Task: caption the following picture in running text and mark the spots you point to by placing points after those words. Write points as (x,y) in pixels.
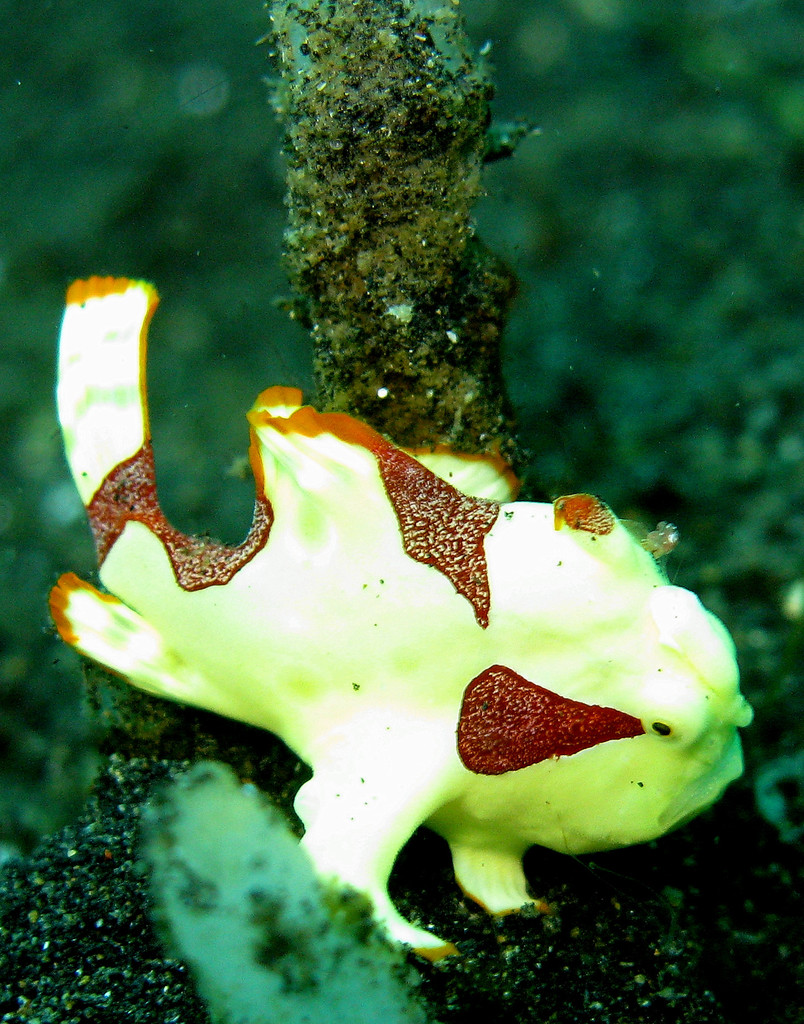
In this image we can see the underwater environment (208,163), some branches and one frogfish (304,568).
